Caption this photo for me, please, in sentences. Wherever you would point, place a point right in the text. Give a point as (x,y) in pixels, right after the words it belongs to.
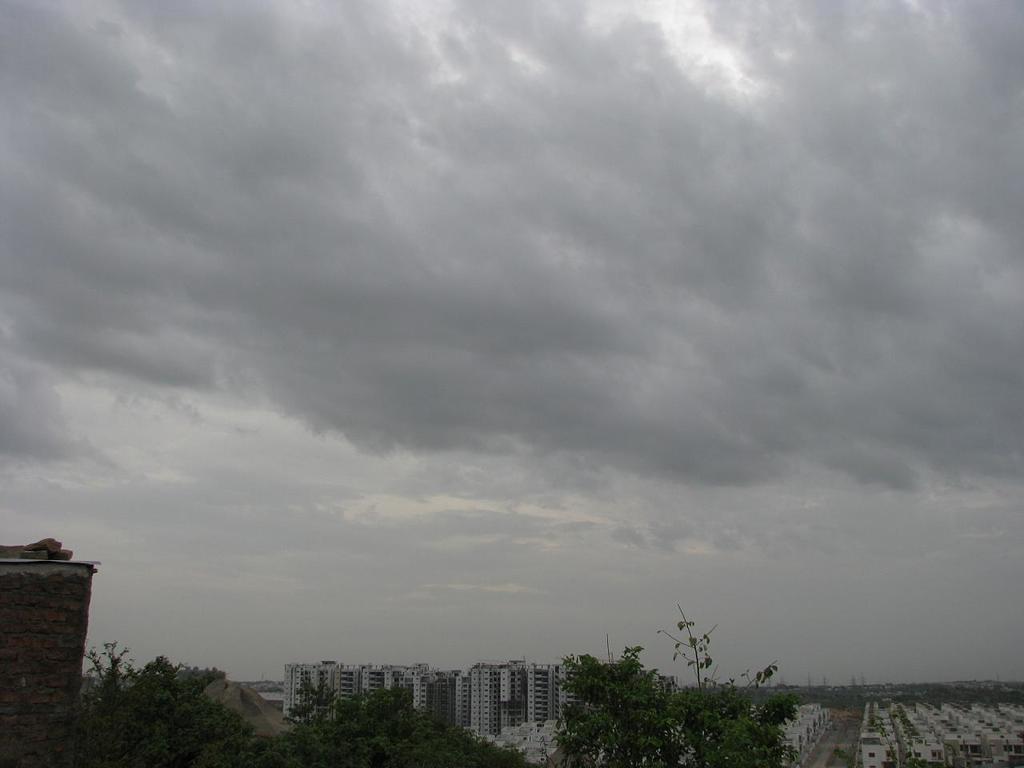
This is the picture of a city (842,757). In this image there are buildings (41,764) and trees (855,688). At the top (673,203) there is sky (381,511) and there are clouds (431,151). On the left side of the image (47,619) there are bricks (61,543) on the building (50,632).
